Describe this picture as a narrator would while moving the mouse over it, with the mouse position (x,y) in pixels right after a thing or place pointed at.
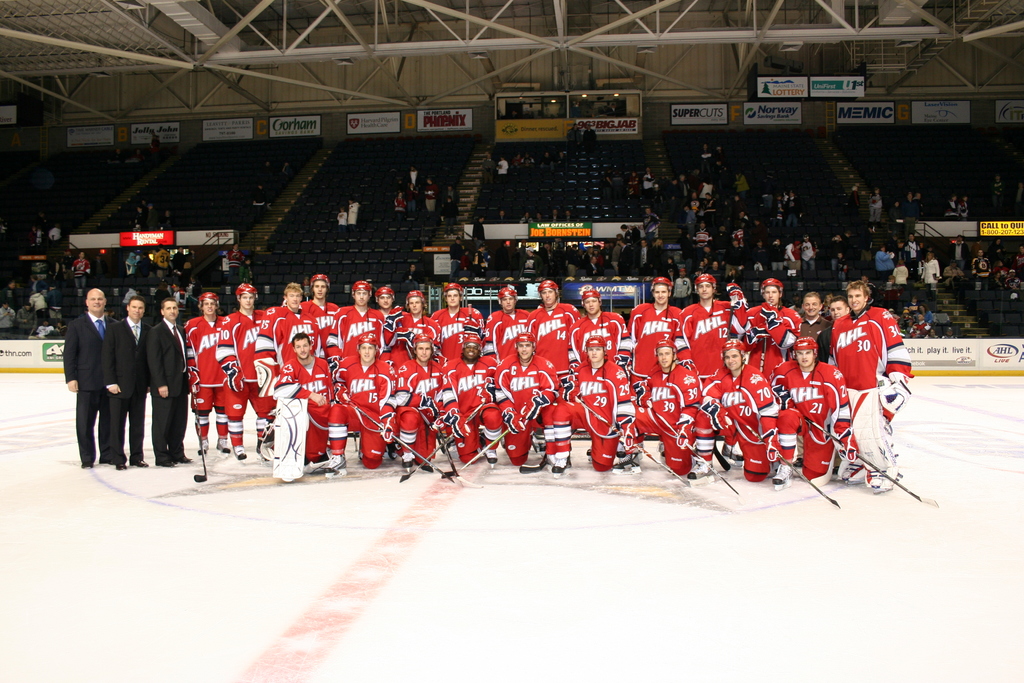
In this image I can see group of people (237,345) wearing red and white color dress (365,373). I can also see few persons (73,331) wearing black color blazer (182,376), background (536,228) I can see few boards (553,231) attached to the wall (513,228), and I can see few people (708,182) sitting and few poles (564,3).
